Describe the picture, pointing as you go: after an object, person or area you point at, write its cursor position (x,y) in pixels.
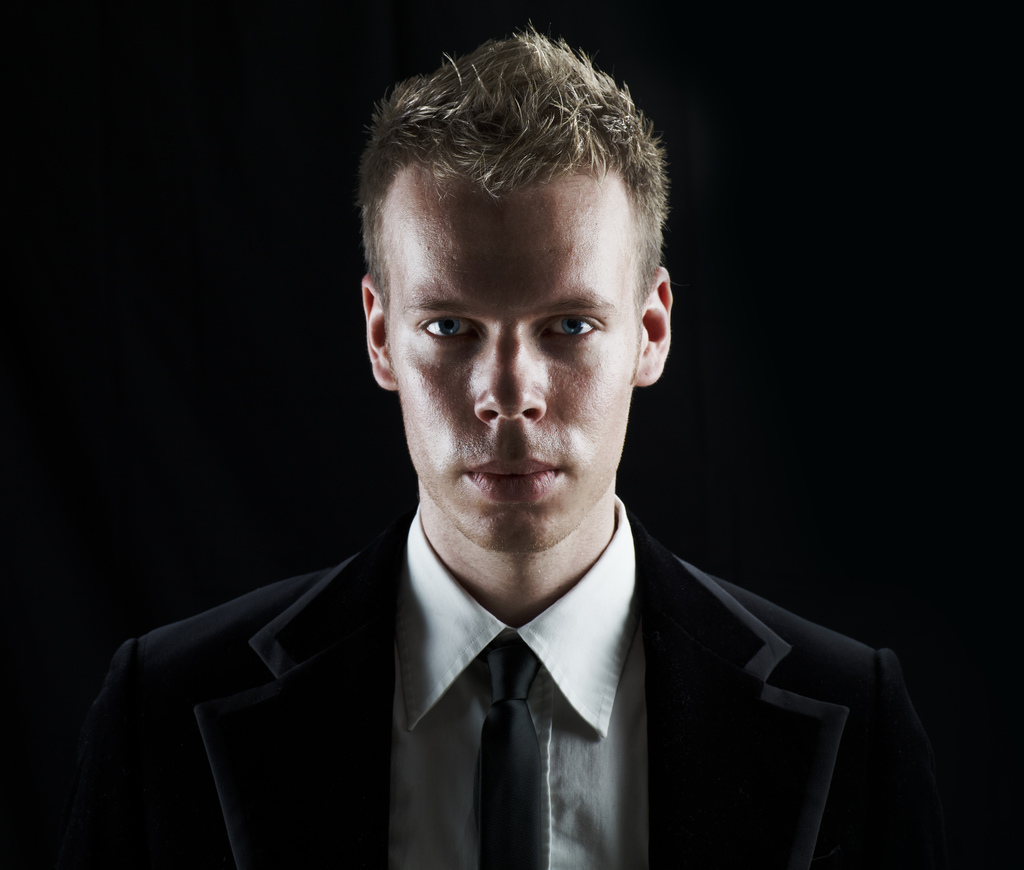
In this picture we can see a man (236,710) in black and white suit (752,610) looking at someone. The background (177,321) is dark.
